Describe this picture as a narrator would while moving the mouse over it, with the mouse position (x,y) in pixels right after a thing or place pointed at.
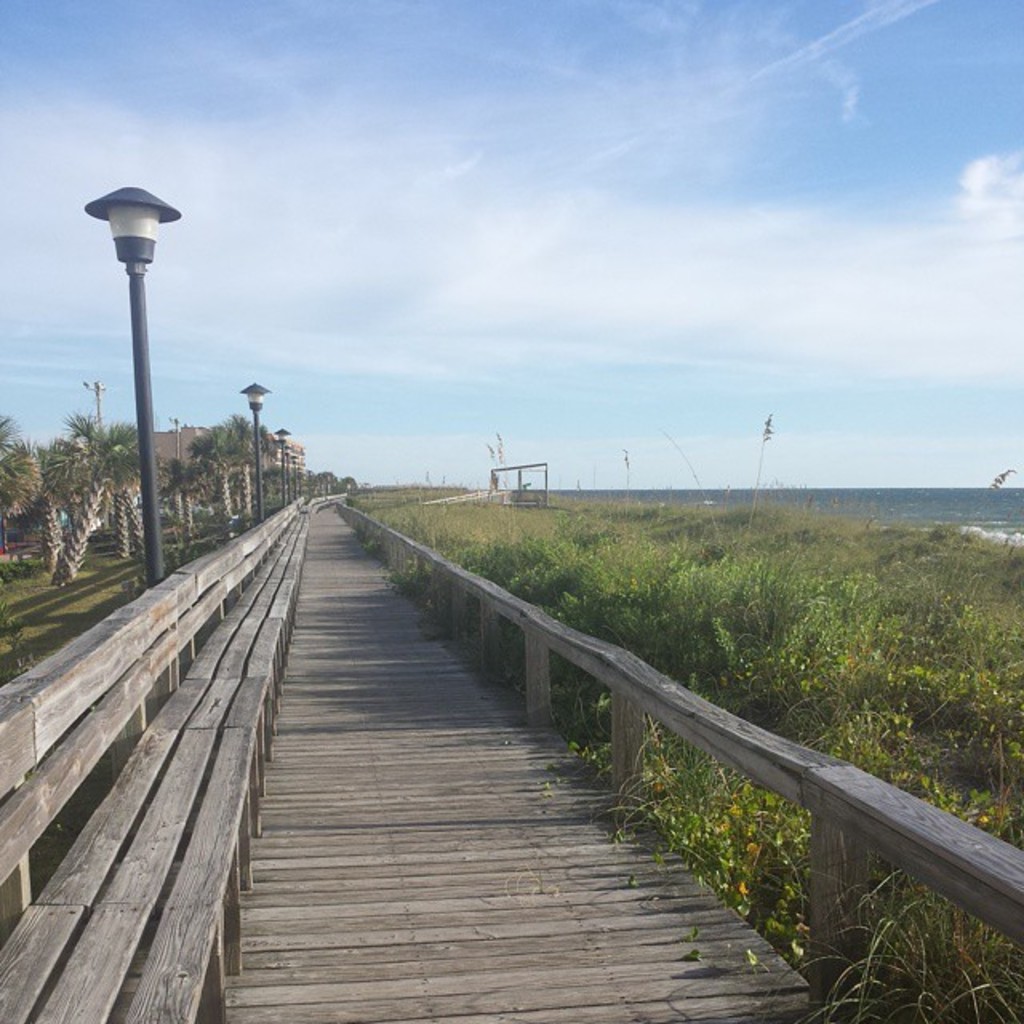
Here in this picture we can see a wooden path (325,766) present in the middle of the ground (763,542) over there and on left side (266,704) we can see a bench (230,705) present all over there and we can see a railing (1001,909) present on the right side (914,809) and on the either sides we can see the ground (741,563) is fully covered with grass (813,579) over there and we can see light posts (137,285) all over there and we can also see trees (81,521) and plants (543,572) present all over there and we can see clouds (624,315) in the sky (643,289).
